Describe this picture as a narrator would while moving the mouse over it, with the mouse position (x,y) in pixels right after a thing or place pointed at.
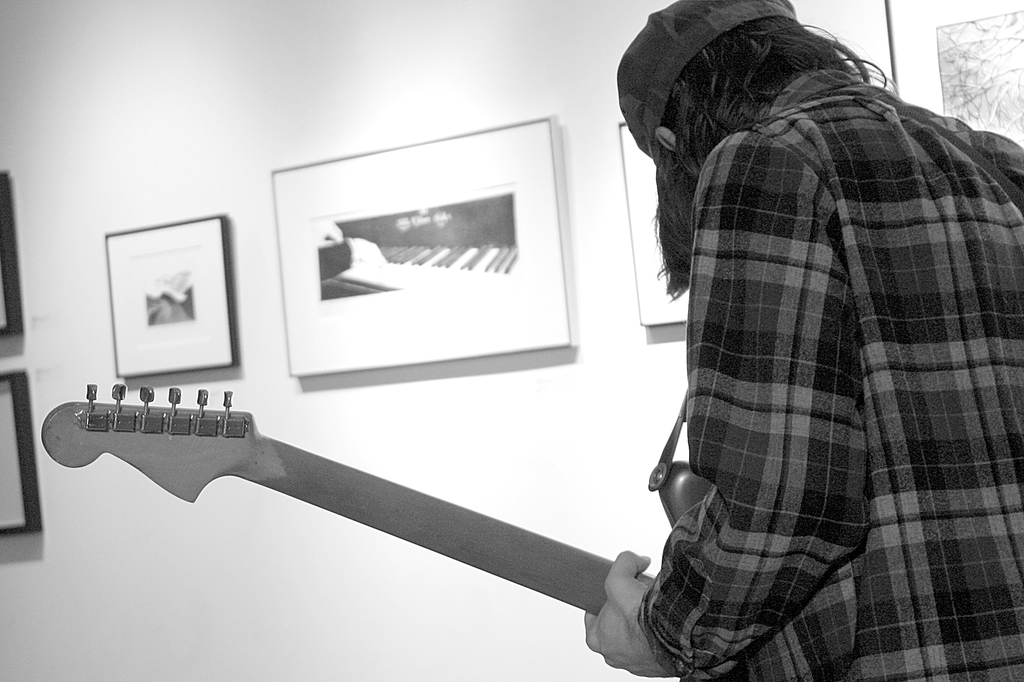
In this image we can see a person (942,440) holding a guitar (159,452) in his hand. In the background (957,47) we can see different photo frames (989,49).
